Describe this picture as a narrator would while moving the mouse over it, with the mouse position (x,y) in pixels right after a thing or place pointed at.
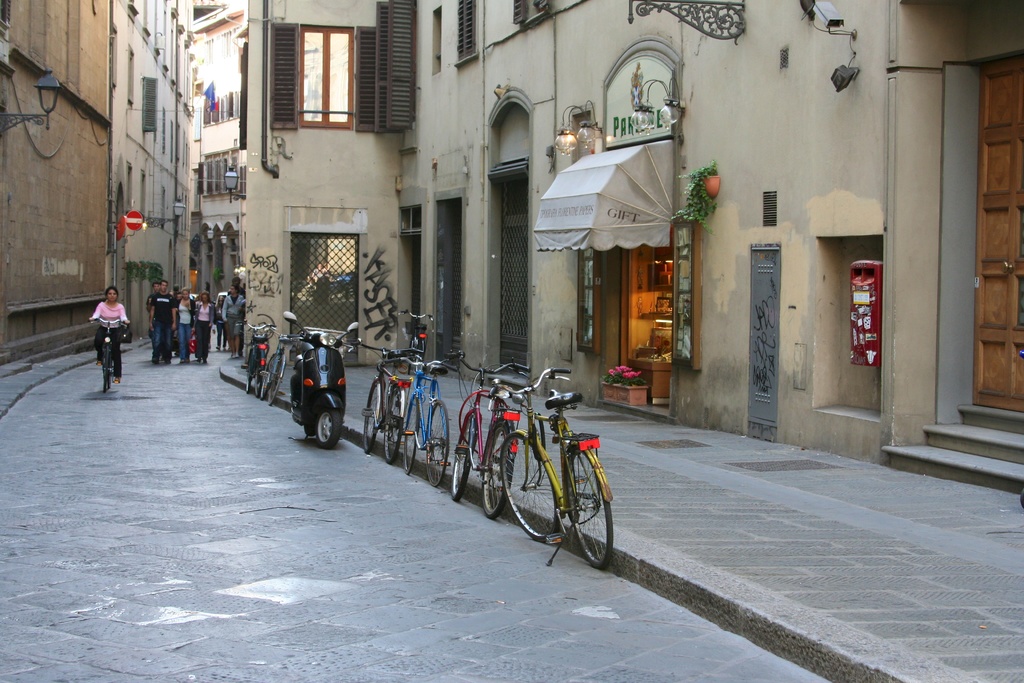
In the image we can see there are many bicycles (447,460) parked. This is a footpath (474,489), road (486,583) and there are even people (185,314) walking, they are wearing clothes (164,339) and there is a person (92,321) riding on the bicycle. These are the stairs (945,431), door (988,316), windows (338,86), the window (317,85) of the building (317,79), lamp (581,132), fence (343,302) and many buildings (187,172).
